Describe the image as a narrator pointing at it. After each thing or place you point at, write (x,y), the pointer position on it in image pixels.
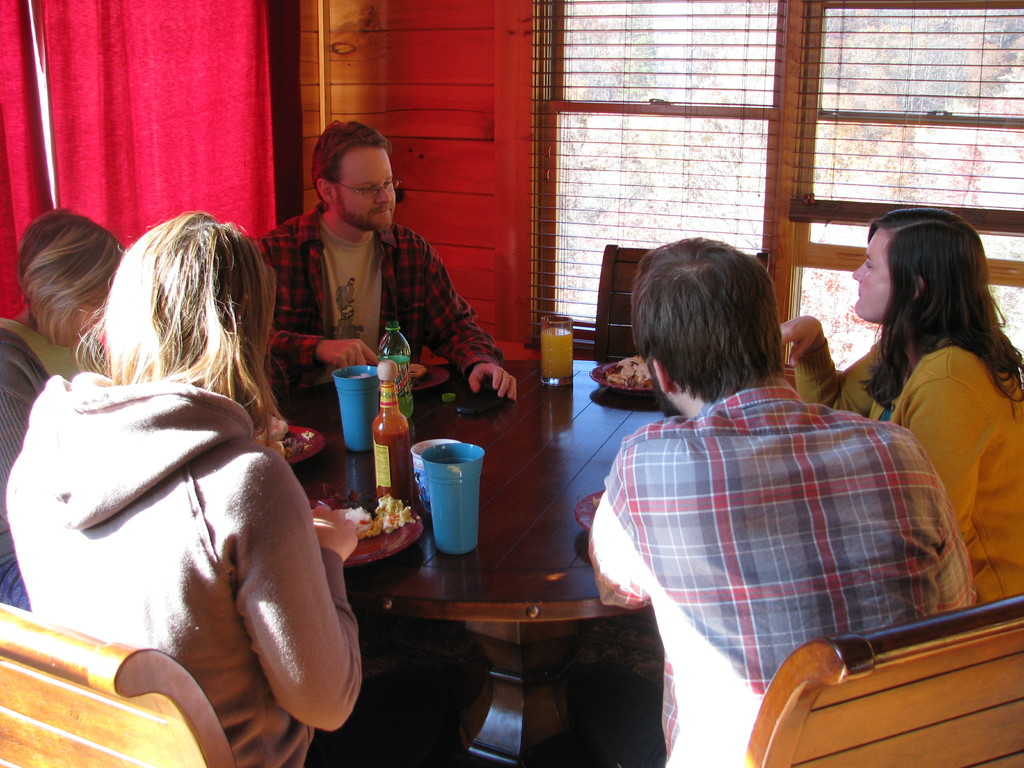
In this image there is a group of five person (769,514) sitting on a chair (916,686). On the table (552,476) there is a glass (555,349), cup (457,501), sauce (401,452) and water bottle (402,375). On the right (1005,454) there is a woman (981,499) who is wearing a yellow t-shirt (991,454). On the background (800,276) we can see a window (800,125). On the left top corner (266,35) we can see a red color cloth (161,95).
